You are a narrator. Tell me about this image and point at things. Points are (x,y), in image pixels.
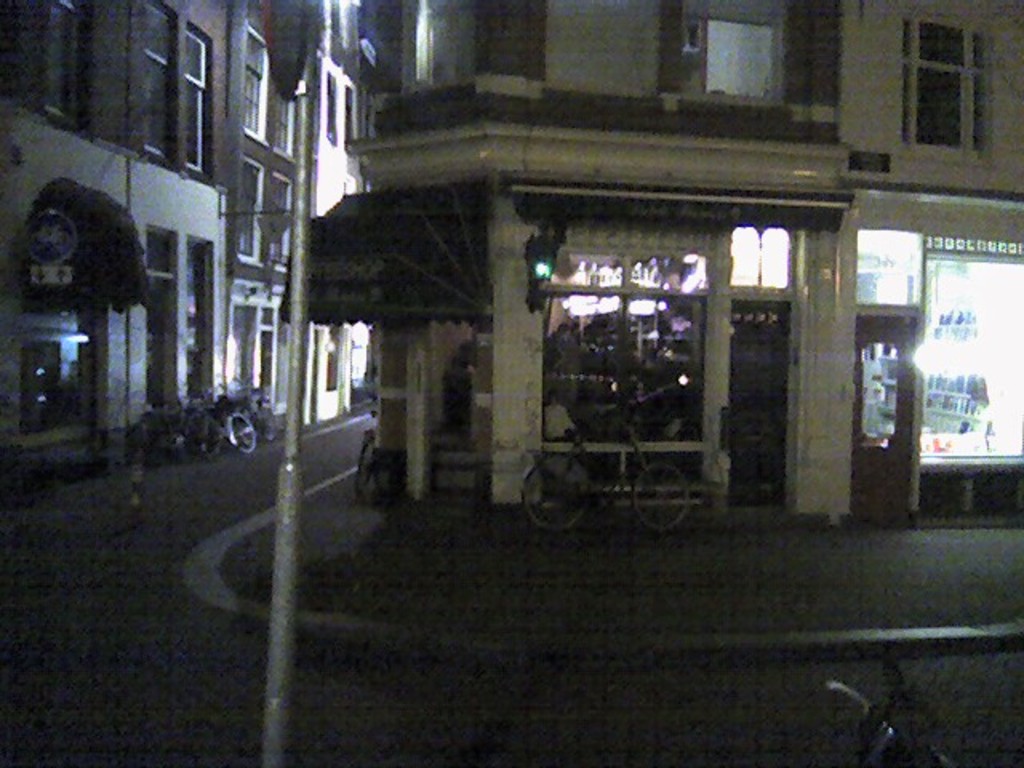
In this picture there are buildings (690,235). In the foreground (280,765) there is a pole (289,494) and there are bicycles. On the right side of the image (1012,314) there are lights (956,294) inside the room (967,265). At the bottom (137,625) there is a road (411,722). At the bottom right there is a vehicle (900,724).
